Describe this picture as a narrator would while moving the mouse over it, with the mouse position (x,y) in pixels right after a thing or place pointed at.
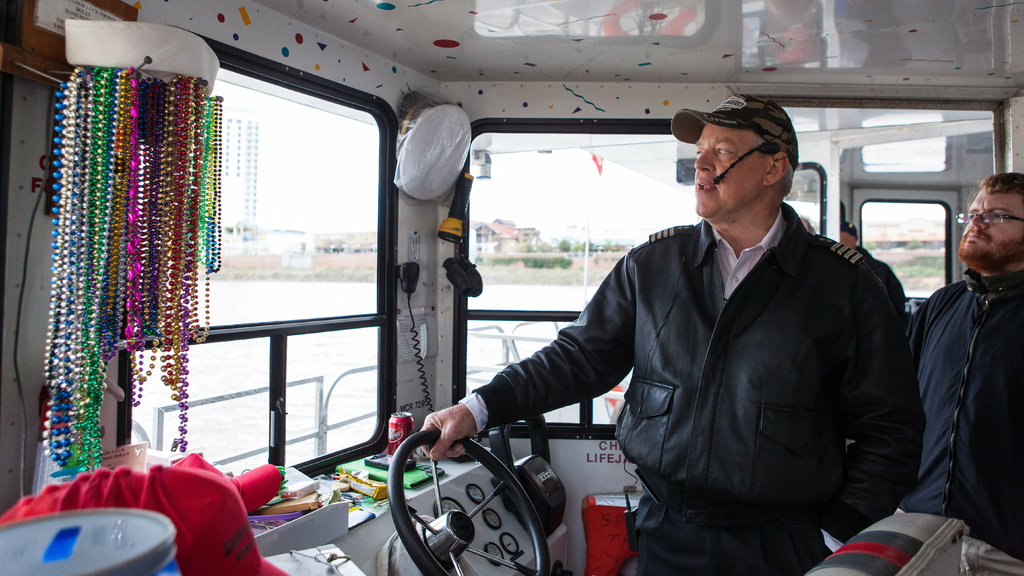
In this image we can see a ship (424,390) on the water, in the ship (570,429), we can see two persons (741,432), meters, tins (400,438) and some other objects (327,504), also we can see a few buildings (482,249), trees (535,259) and the sky (628,209).
